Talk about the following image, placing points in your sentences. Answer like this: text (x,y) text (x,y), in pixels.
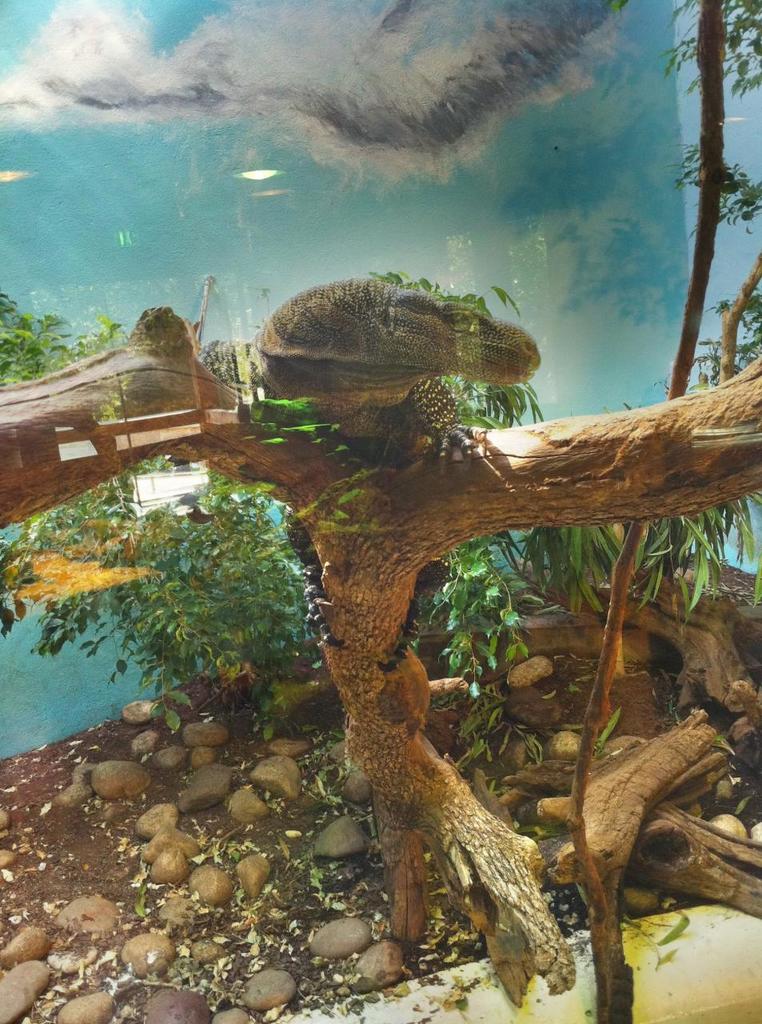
In this picture I can see tree (369,588) and wall (515,126), it looks like a reptile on the tree bark (559,507) and I can see few stones (274,767) and plants (249,526).
